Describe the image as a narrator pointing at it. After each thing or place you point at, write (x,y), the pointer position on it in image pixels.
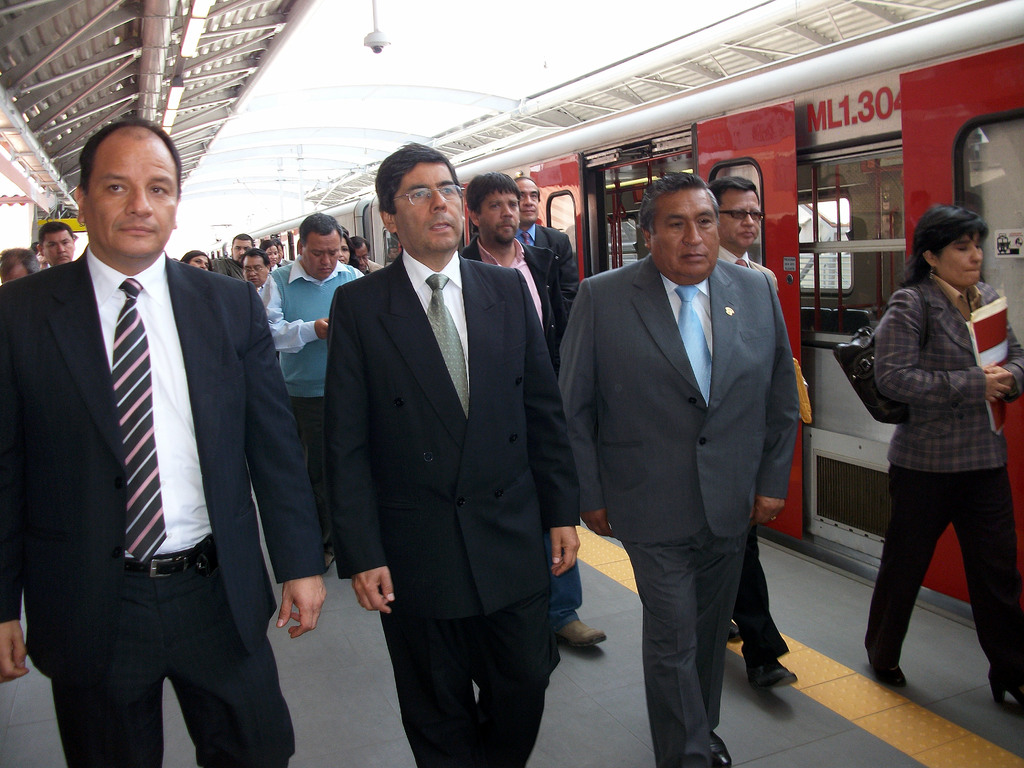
In this image, we can see a group of people (681,510) are on the platform (866,666). Few are walking. Background (1007,180) we can see train (823,102), doors (734,163), glass objects (825,186) and some text (811,125). Left side of the image (205,60), we can see rods (78,149) and some objects (159,95).
